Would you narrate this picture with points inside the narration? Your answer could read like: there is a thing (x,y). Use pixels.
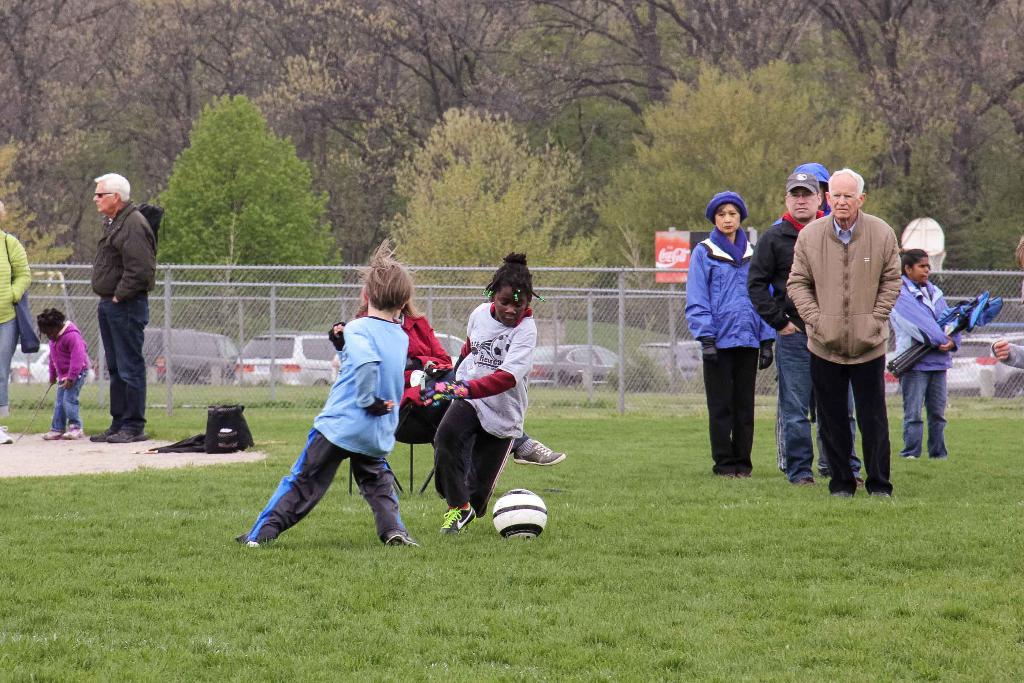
In this image I can see the group of people (875,411) with different color dresses (504,352). I can see one person (412,391) sitting on the chair (413,443) and few people (301,462) are standing. These people (284,520) are on the ground (544,604). I can see a ball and few black color objects (217,426) on the ground (502,580). In the background (561,346) I can see the railing (545,342), board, vehicles (454,346) and many trees (640,80).
